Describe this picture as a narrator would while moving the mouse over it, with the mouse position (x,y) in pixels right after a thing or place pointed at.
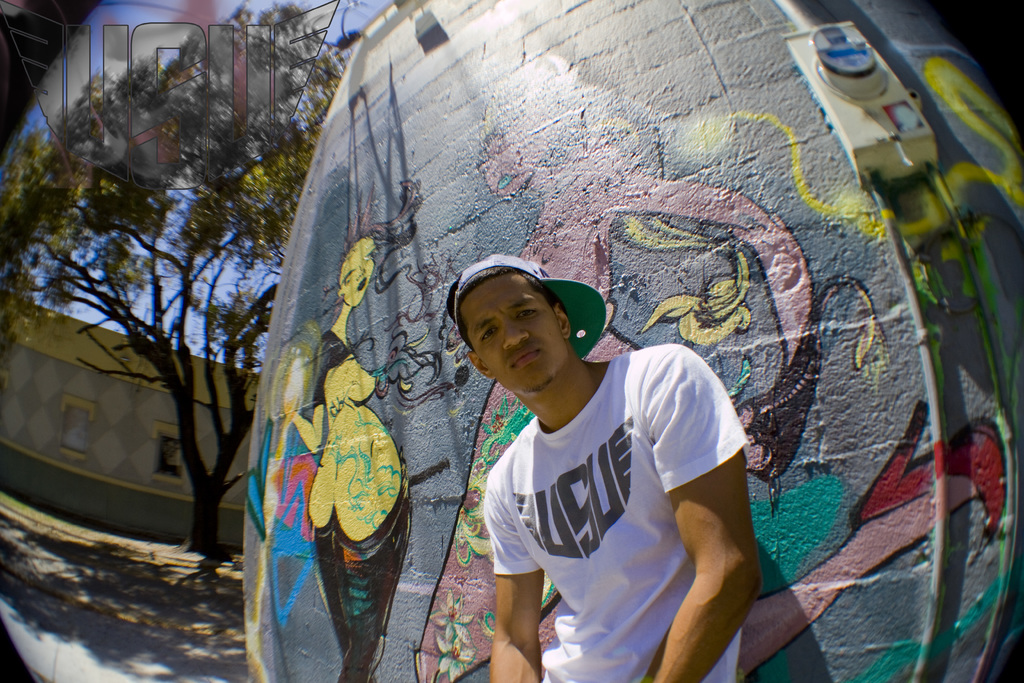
In the picture we can see a man (681,573) standing near the wall (365,449), he is with white T-shirt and a cap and on the wall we can see some cartoon paintings (379,443) and beside it, we can see a path (162,580) with a tree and behind it we can see a wall (110,477) and on the top of it we can see a part of the sky (168,248).
